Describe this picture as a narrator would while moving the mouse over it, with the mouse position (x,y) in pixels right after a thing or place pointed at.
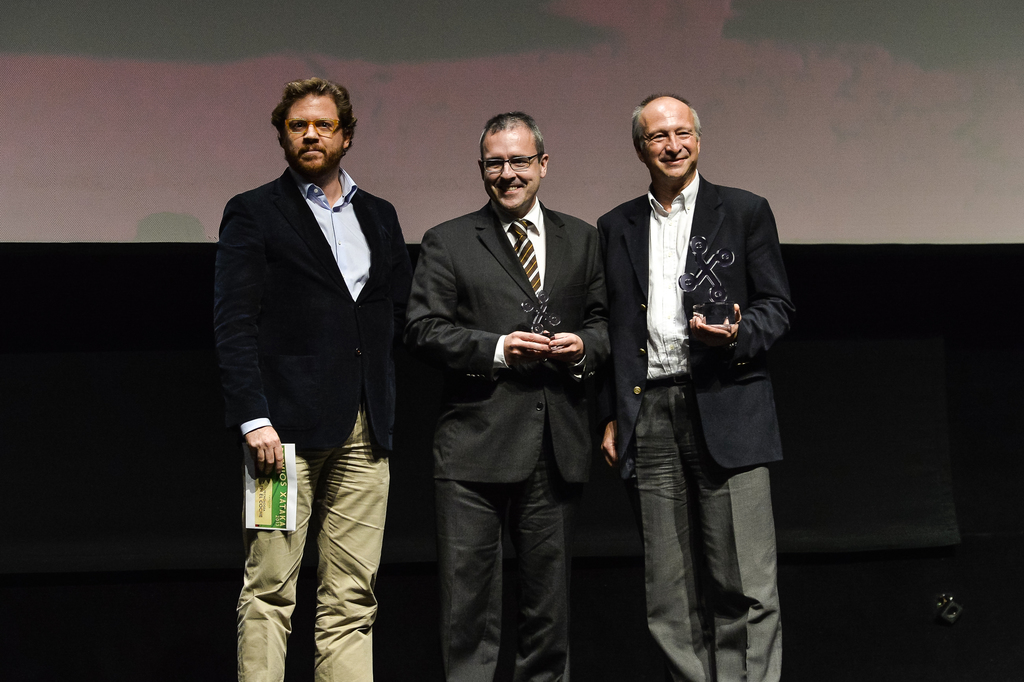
Here I can see three men (480,320) standing, holding some objects (732,307) in the hands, smiling and giving pose for the picture. The background (857,478) is dark. At the top of the image (313,59) there is a screen (523,71).
